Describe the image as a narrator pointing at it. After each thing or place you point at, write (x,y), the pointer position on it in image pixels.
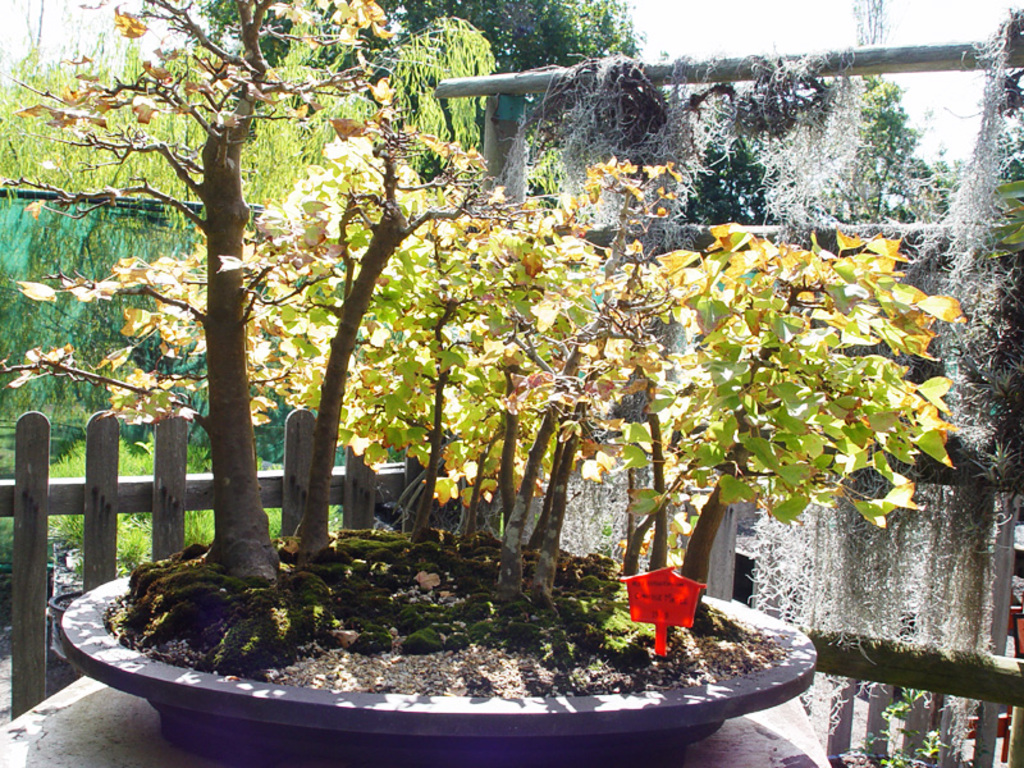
In this image we can see some plants (227,545) and in the background of the image (31,502) there is wooden fencing (182,518) and there are some trees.
